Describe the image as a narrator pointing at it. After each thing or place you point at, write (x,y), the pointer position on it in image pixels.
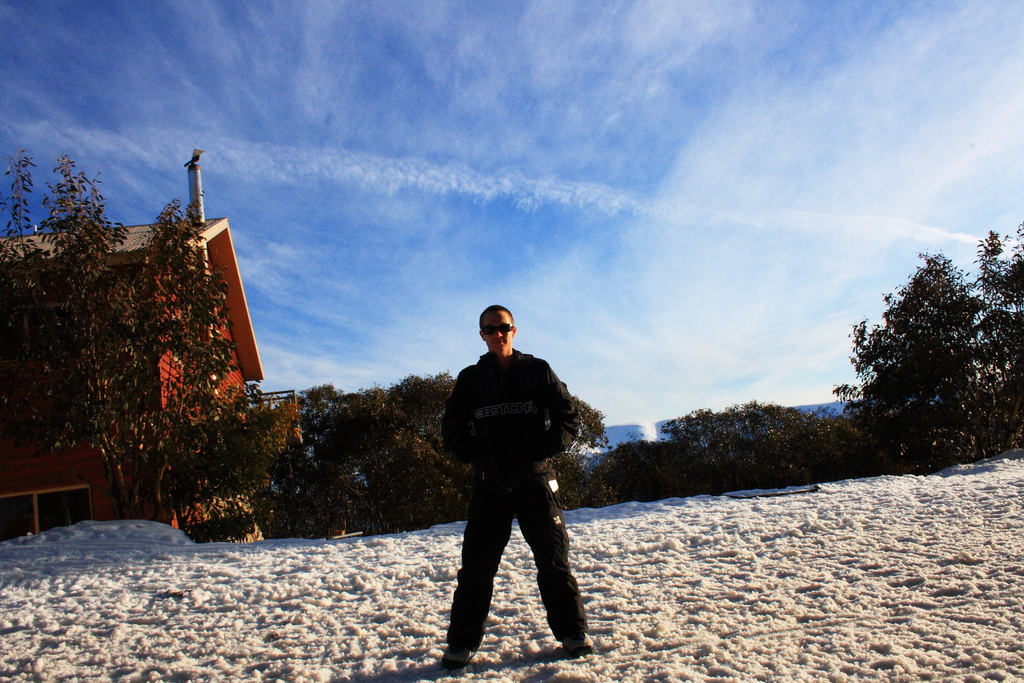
In this picture I can see there is a man (504,444) standing here on the snow (401,609) and there are trees (252,428), a building (234,313) in the backdrop (66,426) and the sky (364,209) has clouds (854,174).
